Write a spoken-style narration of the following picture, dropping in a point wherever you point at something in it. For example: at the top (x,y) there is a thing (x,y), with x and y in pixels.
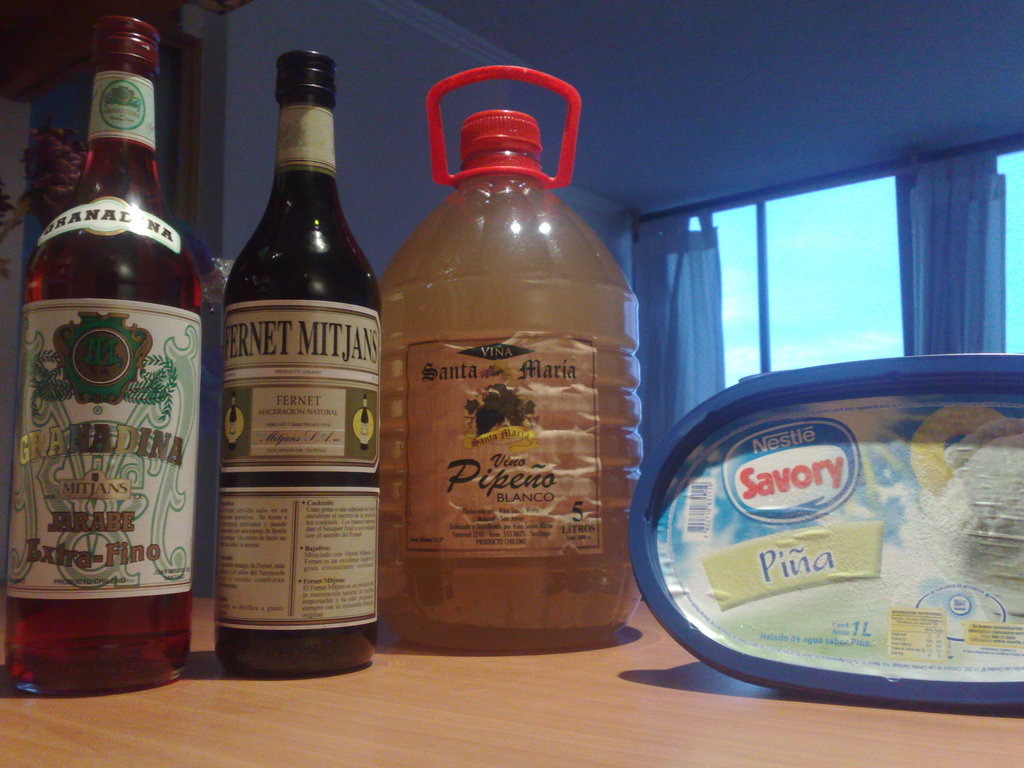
In the picture we can see a table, on the table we can see a bottles (262,285), and one can (454,411) which is plastic and one box (730,492), in the background (966,151) we can see a window (780,330) with curtain (696,379), and a wall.
